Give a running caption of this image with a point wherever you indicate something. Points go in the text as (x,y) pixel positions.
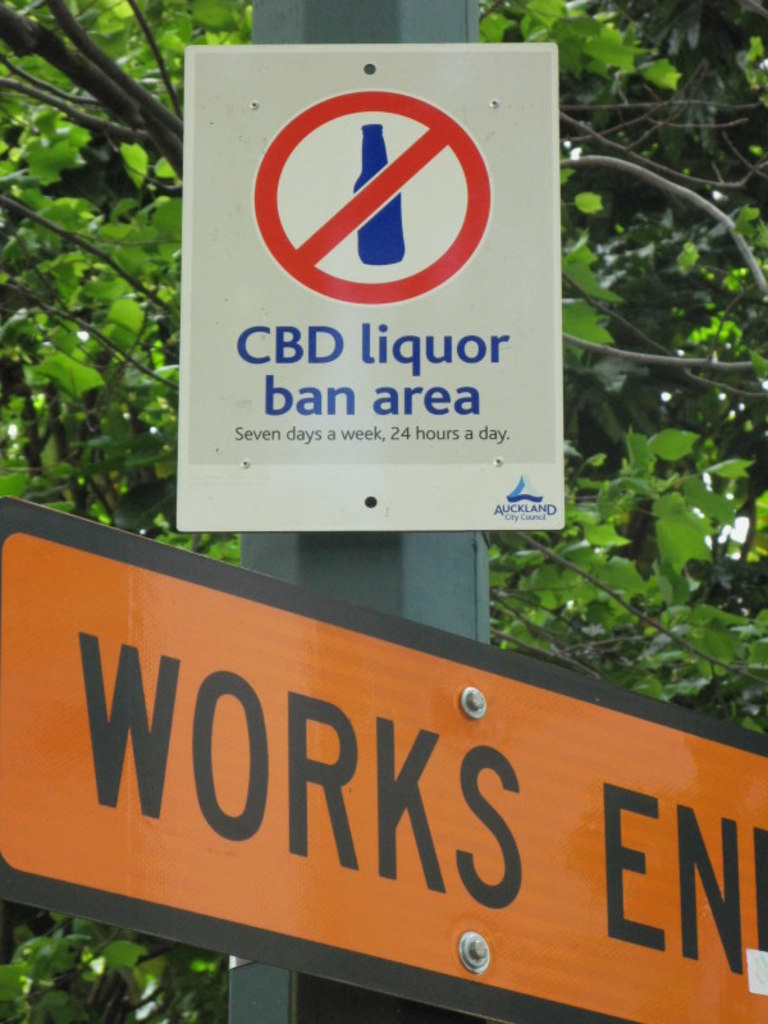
In this image I can see two boards (388,613) are attached to a pole (358,582). On the boards (297,754) I can see some text (290,341). In the background (648,262) there is a tree (648,353).
